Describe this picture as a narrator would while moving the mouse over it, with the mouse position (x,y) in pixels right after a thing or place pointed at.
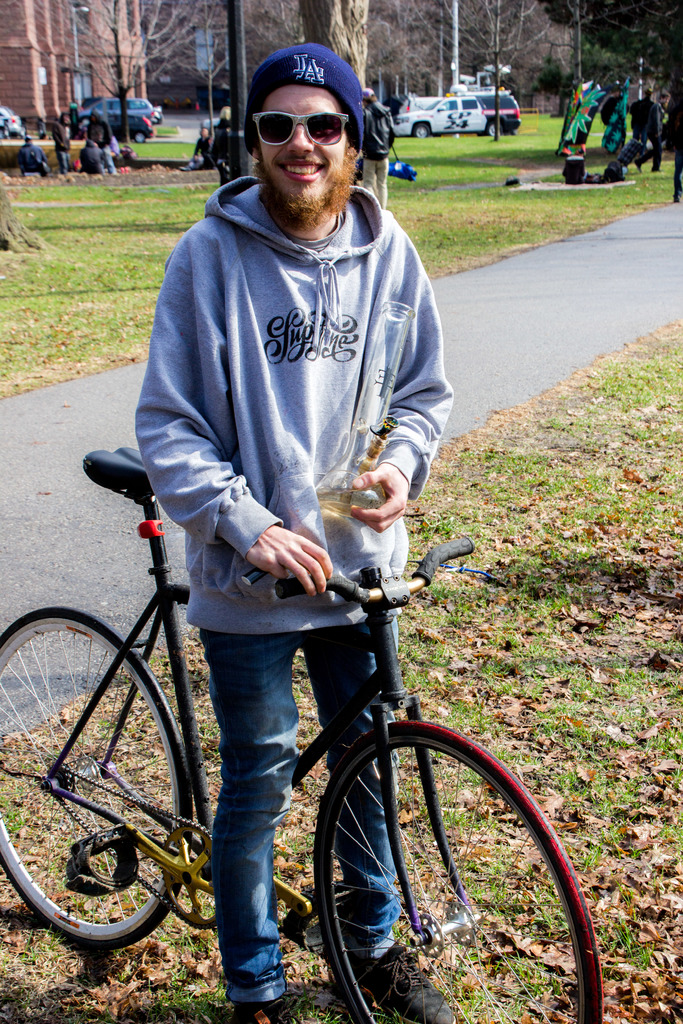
In this image there is a man (235,281) standing near the bicycle (49,905) by holding a bottle (351,497) in his hand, and in back ground (77,278) there is a grass (73,289), tree (122,100), car (96,100), group of people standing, building (0,67).
